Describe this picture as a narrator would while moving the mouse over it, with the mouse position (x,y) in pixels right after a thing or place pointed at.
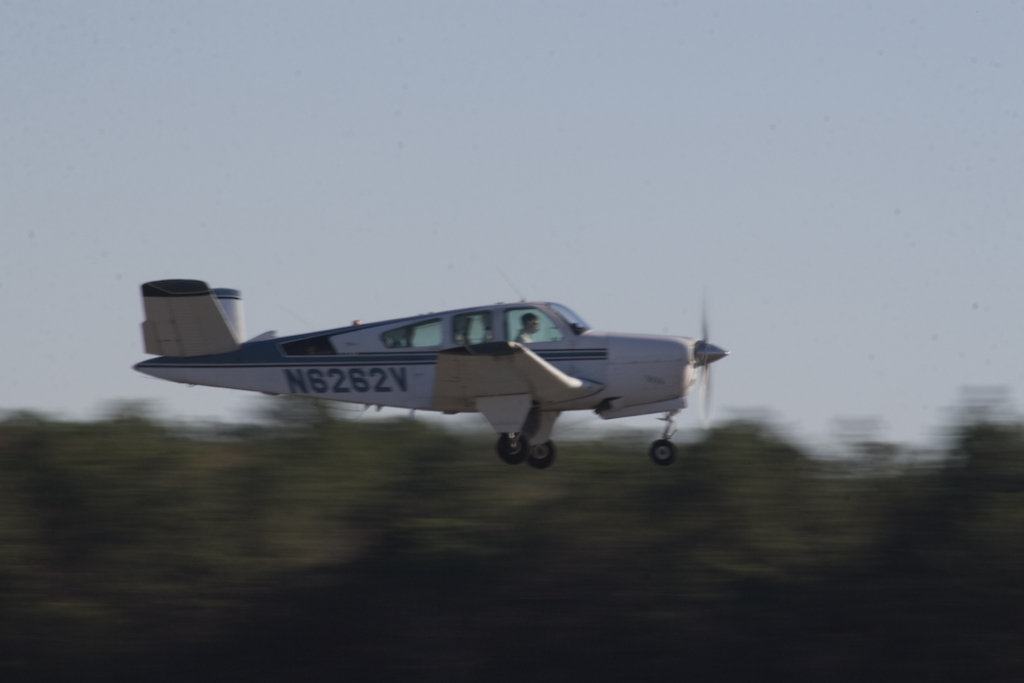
In this image we can an aircraft (605,381) and there is a person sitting inside the aircraft (489,404) and in the background (664,148), the image is blurred and at the top (115,78) we can see the sky (115,78).
